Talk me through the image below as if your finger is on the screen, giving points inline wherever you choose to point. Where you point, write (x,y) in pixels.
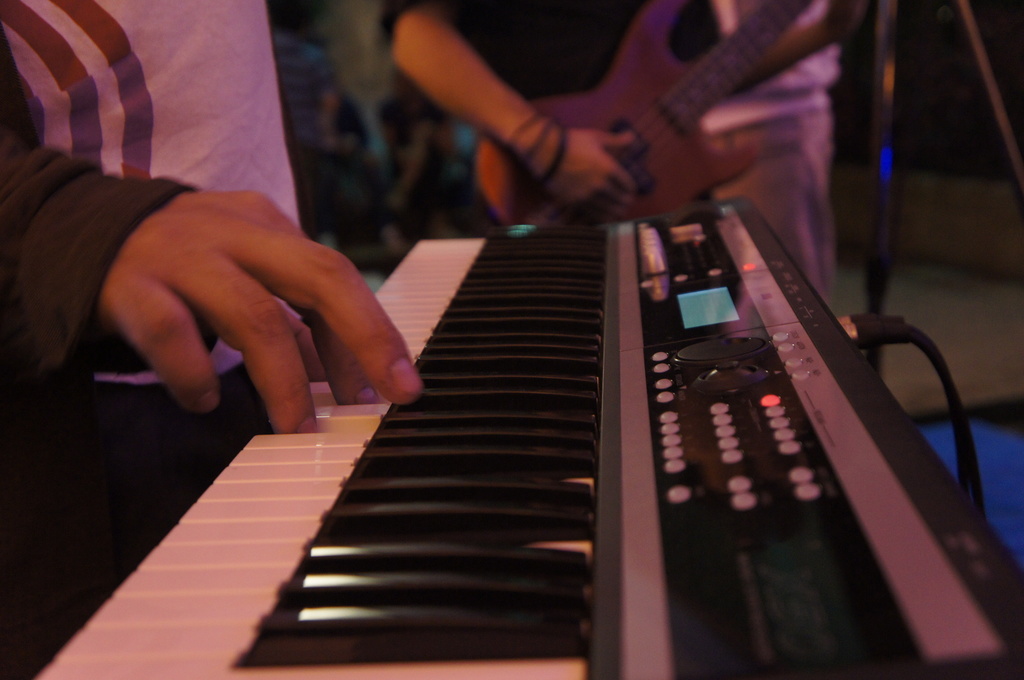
In the image we can see there is a person (215,382) who is playing casio (417,475).
